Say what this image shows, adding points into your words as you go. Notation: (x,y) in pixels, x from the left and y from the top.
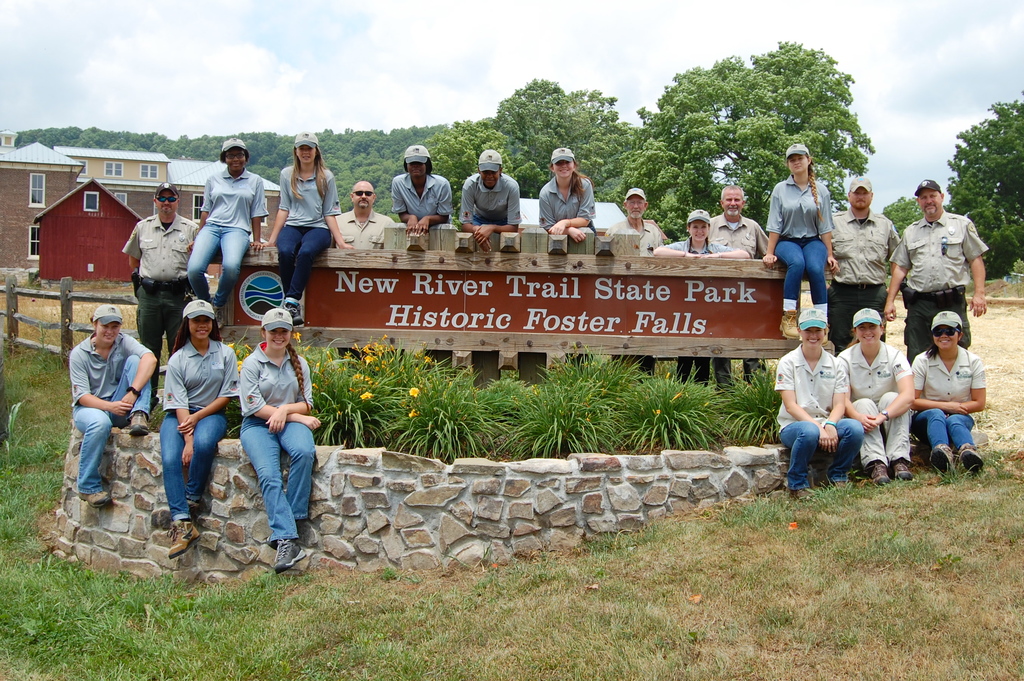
In this image I see number of people (559,159) in which few of them are sitting and I see something is written over here and I can also see that few of them are smiling and I see the grass (42,525) and the plants (410,416). In the background (54,170) I see the buildings (50,151), trees (994,126) and the sky (1003,35) and I see the wall (121,529) over here.
